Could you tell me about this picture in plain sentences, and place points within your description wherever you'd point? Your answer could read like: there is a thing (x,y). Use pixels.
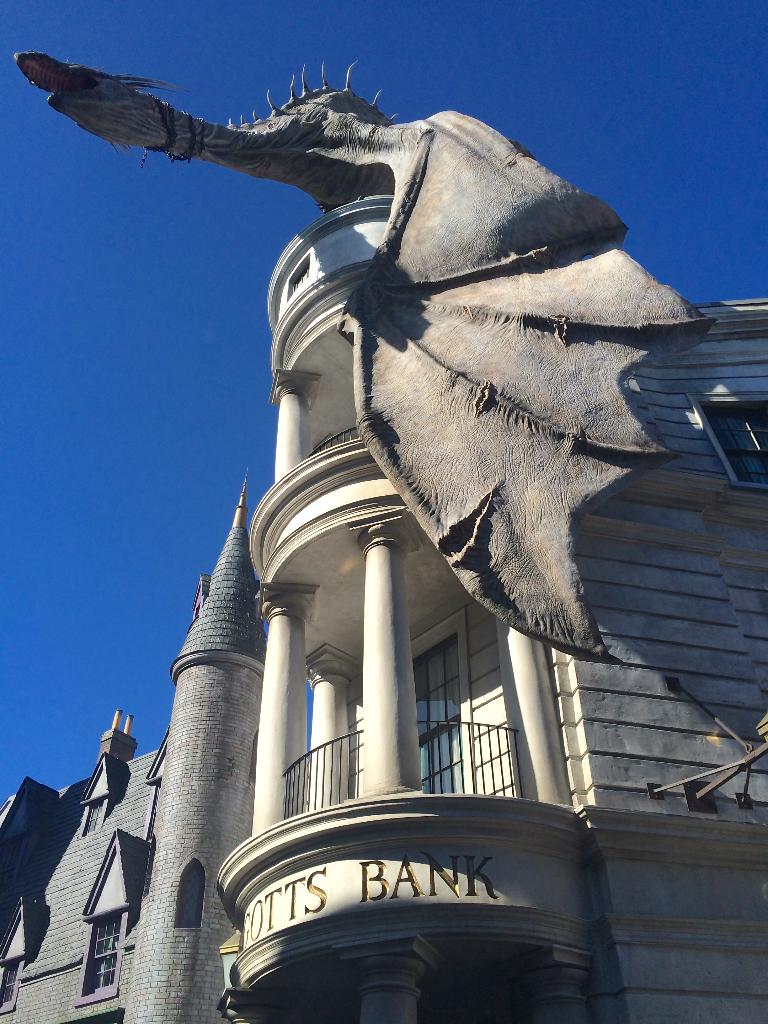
In this picture we can see buildings (134,952) with windows (444,687) and top of a building (679,420) there is a statue (107,101) and in the background (149,531) we can see the sky (426,48).
